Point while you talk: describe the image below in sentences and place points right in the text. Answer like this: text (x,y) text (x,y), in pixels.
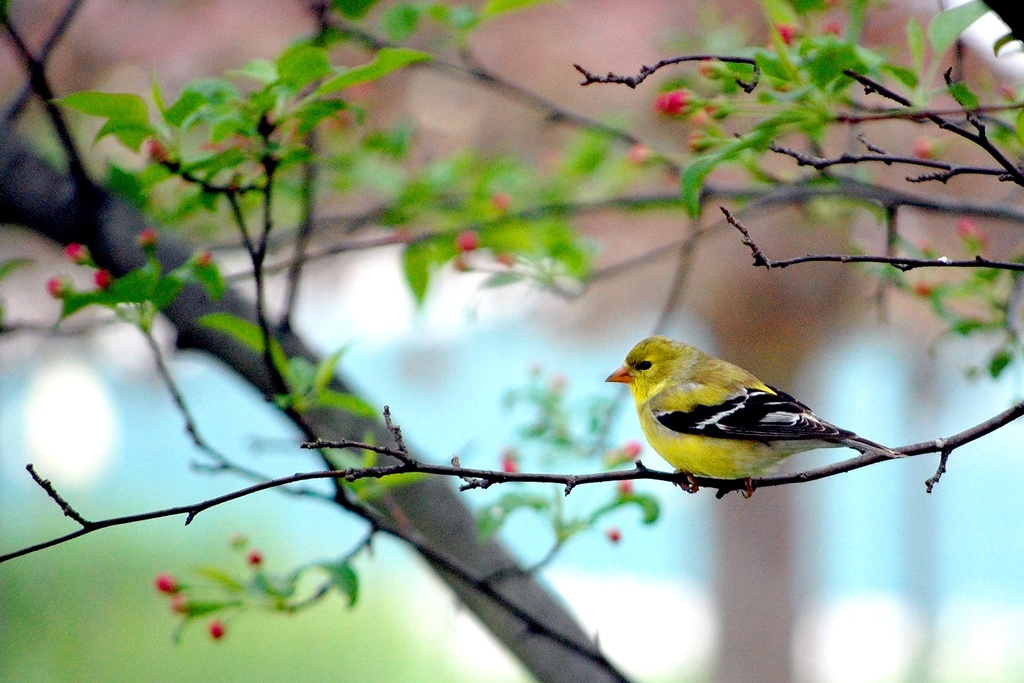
In this picture we can see a bird (725,378) on a branch (507,476). We can see a few branches (591,281), leaves (471,196) and flower buds (56,280). Background (308,289) is blurry.
